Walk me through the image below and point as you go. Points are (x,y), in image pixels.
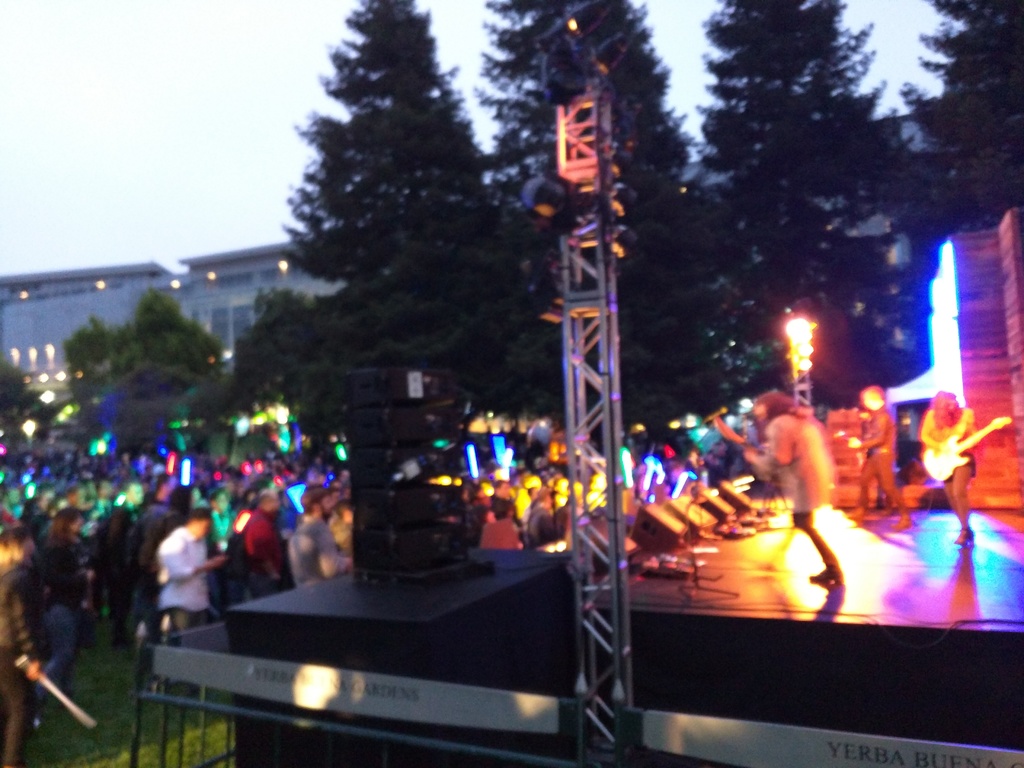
In this picture we can see there are three persons (830,475) standing on the stage (851,524) and a person (946,443) is holding a guitar (936,469). On the left side of the image (154,560), there is a group of people (98,527) standing. Behind the people (178,535), there are trees (518,269), buildings (212,261) and the sky (220,81). There are trusses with lights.
